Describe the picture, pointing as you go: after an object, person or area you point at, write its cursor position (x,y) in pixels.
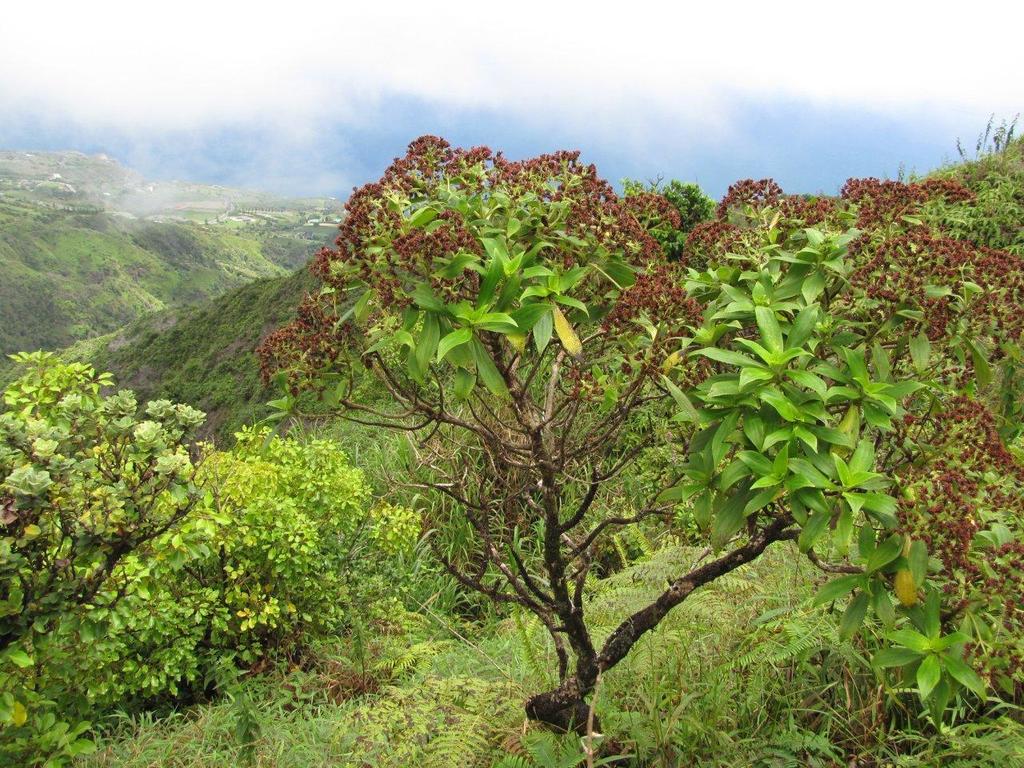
In this image we can see trees (330,313), plants (316,531) and grass (153,237). Sky (789,40) is cloudy.
